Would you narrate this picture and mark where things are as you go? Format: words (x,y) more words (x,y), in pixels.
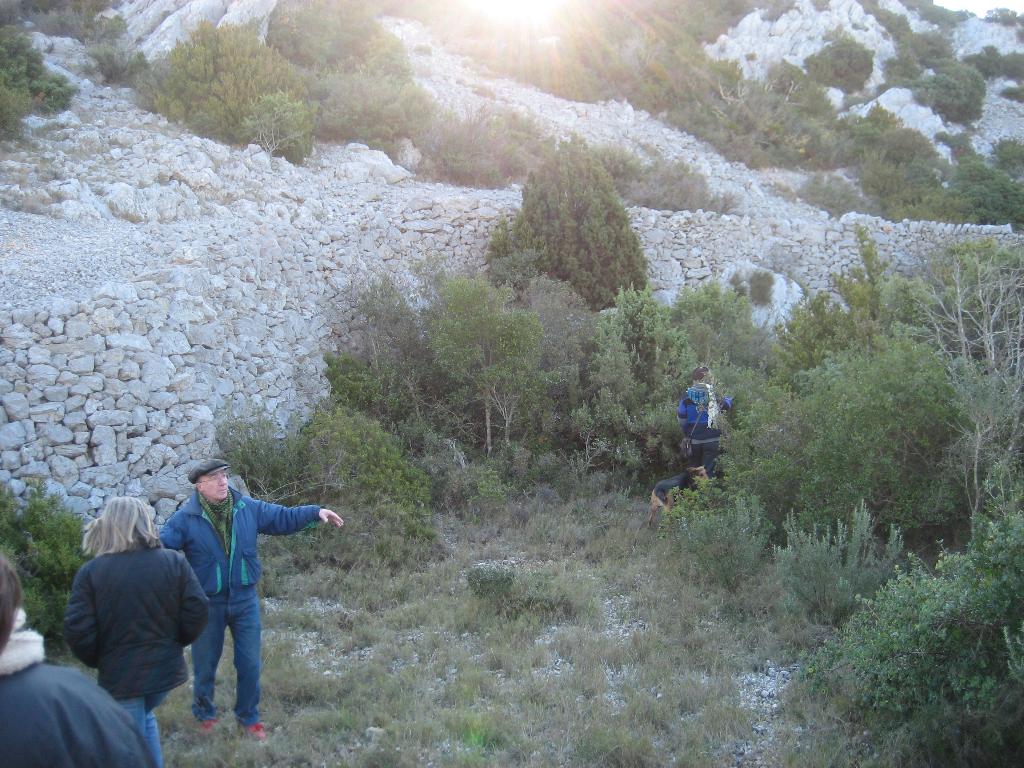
In the left bottom (133,616), we see three people (128,610) are standing. At the bottom (410,606), we see the grass (572,624). In the middle (680,429), we see a person (710,414) is standing. Beside the person (715,440), we see the trees (823,450). In the middle of the picture (380,277), we see the stones (663,240). There are trees (462,136) and stones (701,158) in the background (700,46). We even see the sun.
